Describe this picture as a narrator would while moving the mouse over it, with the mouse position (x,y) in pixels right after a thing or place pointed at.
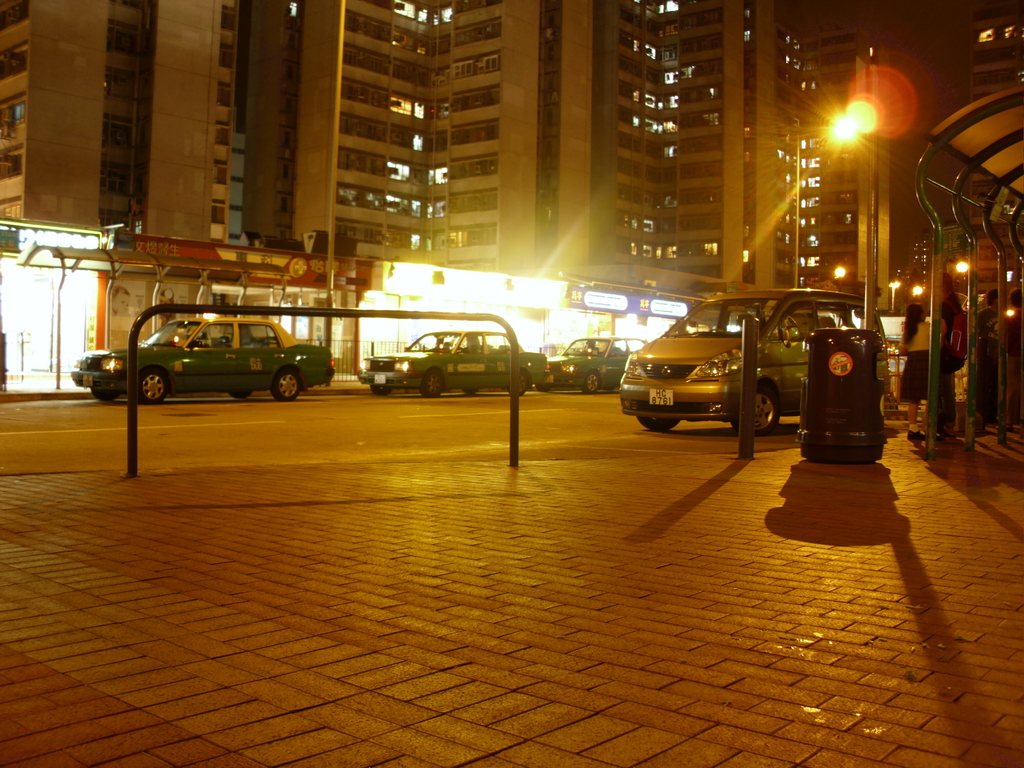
In this image we can see many buildings (300,334), there are cars (496,363) travelling on the road (13,407), there is a light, there is a pole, there is a bus stop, there is a sky (843,26).
